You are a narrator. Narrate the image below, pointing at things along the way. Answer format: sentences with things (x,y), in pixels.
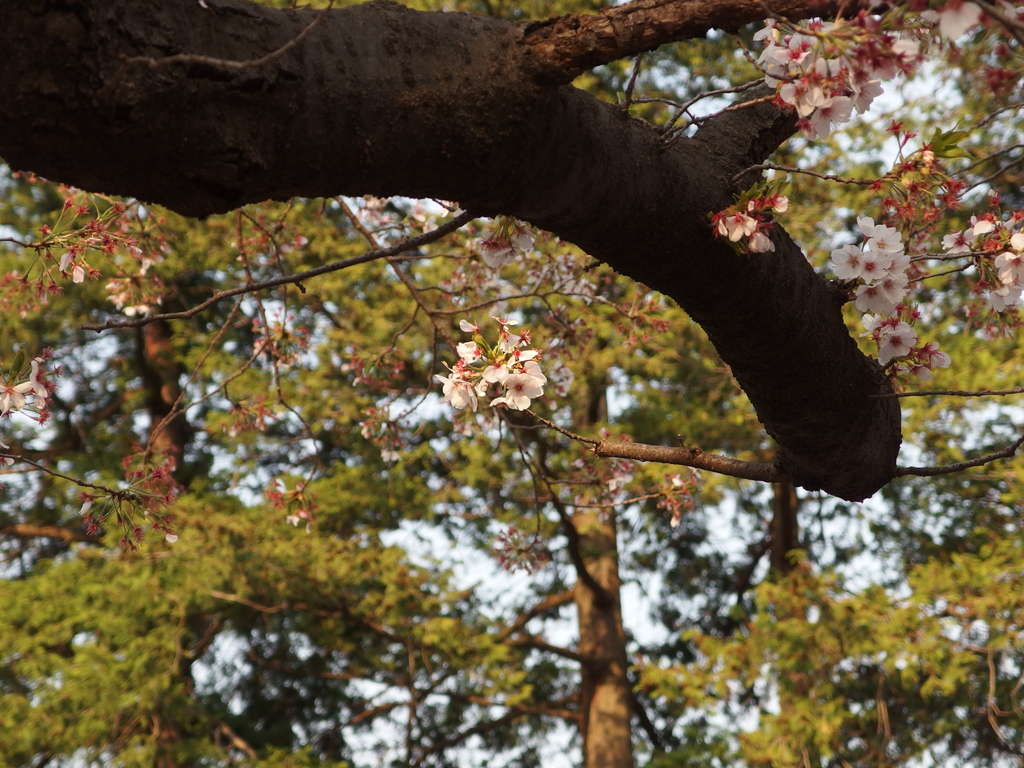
In the picture we can see a tree (771,339) with leaves (783,610), flowers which are white in color with pink color buds (930,155).
